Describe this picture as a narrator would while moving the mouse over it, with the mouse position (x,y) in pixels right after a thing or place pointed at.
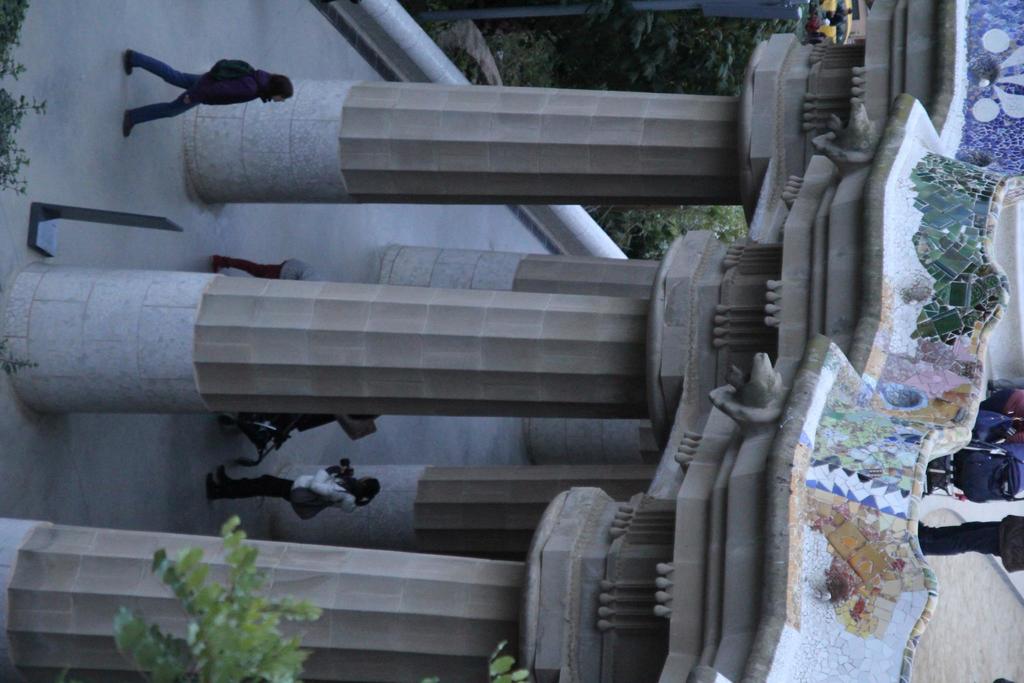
In the foreground of this image (372,343), there are persons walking on the ground (318,447) and a building (683,462) is also present. On right side of the image (950,474), there are persons (1018,555) standing on the top of the building (937,560). On the bottom side of the image (257,634), there is a tree (263,637) and on the top side (602,28), there are trees (670,80).
